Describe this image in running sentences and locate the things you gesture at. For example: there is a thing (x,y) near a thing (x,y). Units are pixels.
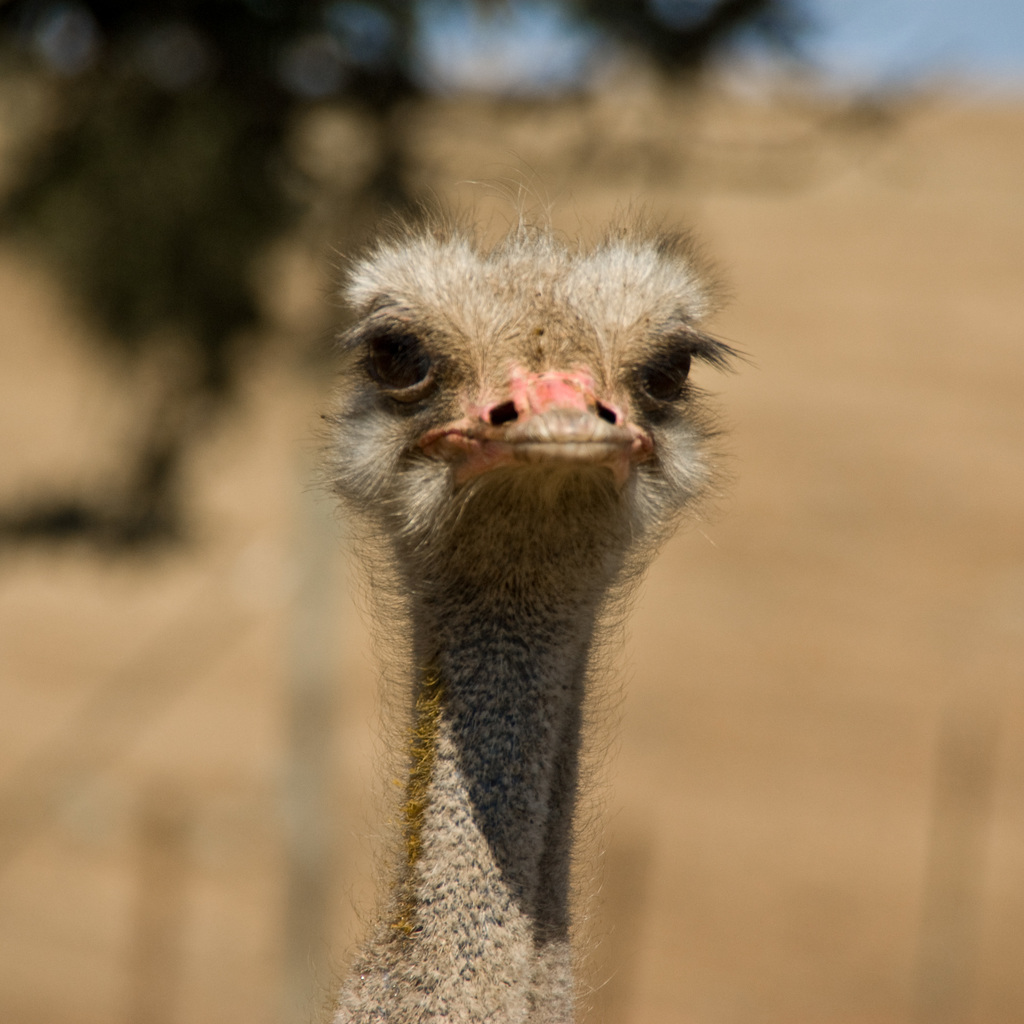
In this image in the foreground (525,610) there is one animal (568,582), and in the background (548,183) there are trees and sand (777,592).
